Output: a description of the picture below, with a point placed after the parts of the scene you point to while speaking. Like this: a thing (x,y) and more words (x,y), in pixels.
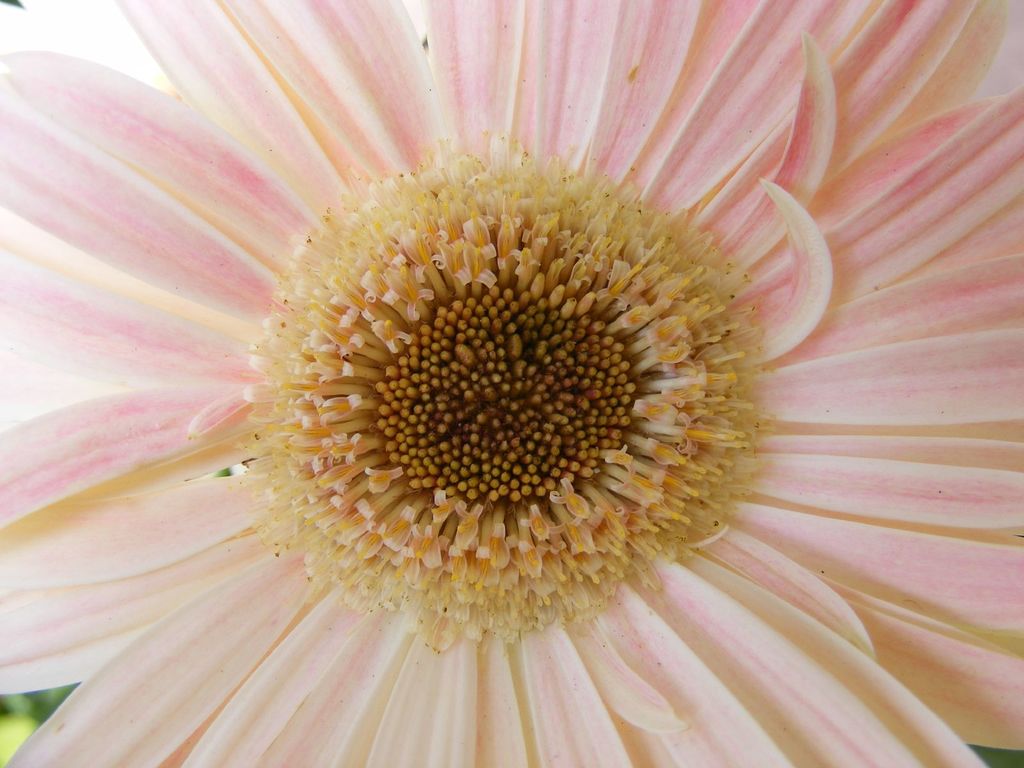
In this image we can see a flower (153,511) in pink color.
